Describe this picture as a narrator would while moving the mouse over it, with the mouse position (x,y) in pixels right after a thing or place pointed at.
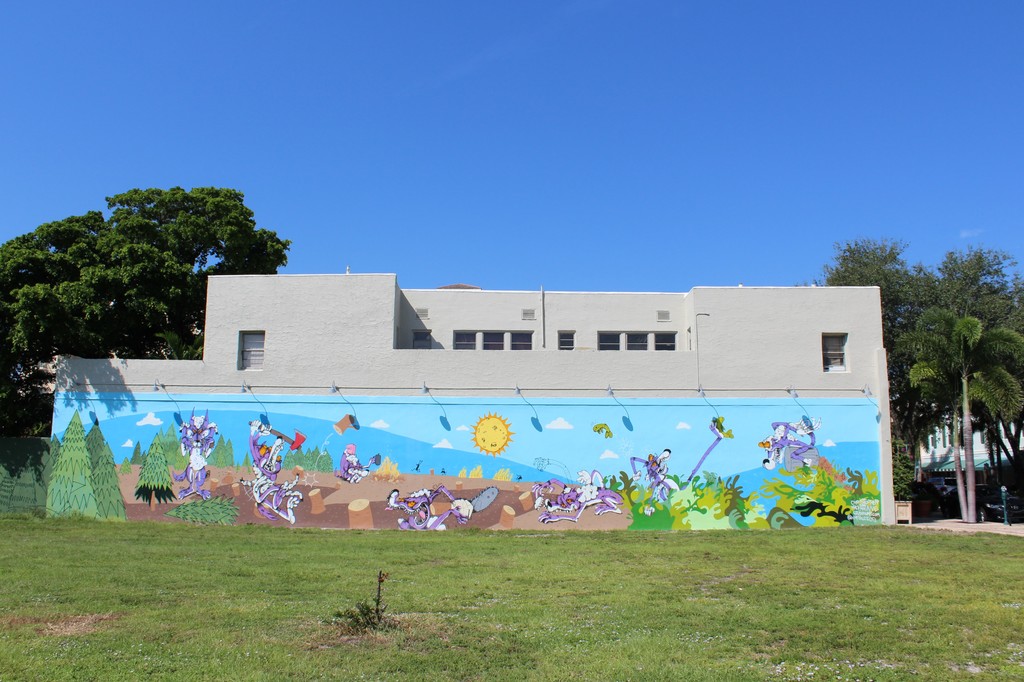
In the center of the image (520,306) there is a house (179,413). There is a painting (662,438) on the wall (588,404). At the bottom of the image (648,613) there is grass (659,624). In the background of the image (952,342) there are trees (167,252), sky (405,215).
